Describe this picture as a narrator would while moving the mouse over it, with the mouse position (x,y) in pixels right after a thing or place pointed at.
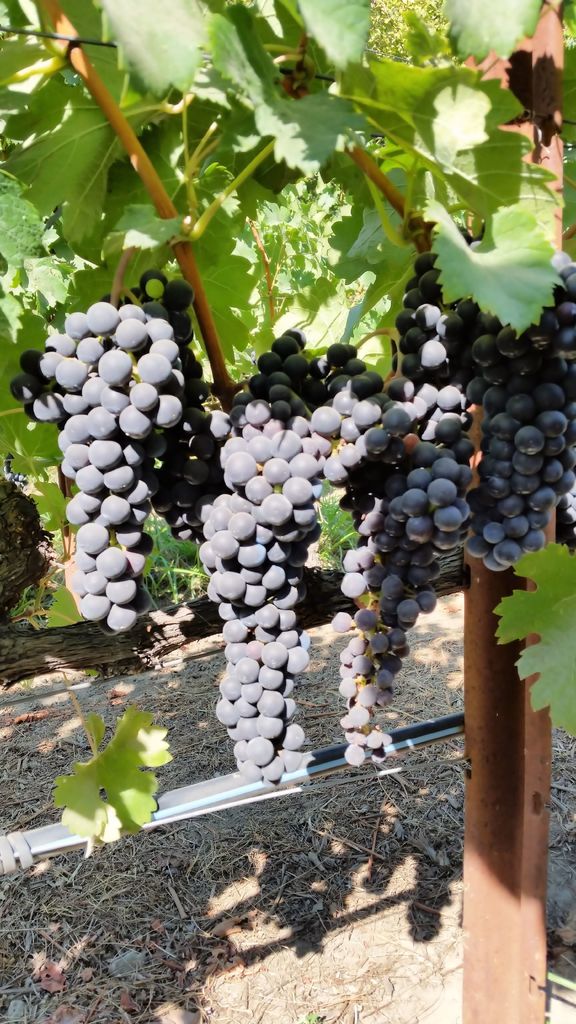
In this image I can see few fruits (120,629) in black color. In the background (312,196) I can see few leaves (214,163) in green color.
